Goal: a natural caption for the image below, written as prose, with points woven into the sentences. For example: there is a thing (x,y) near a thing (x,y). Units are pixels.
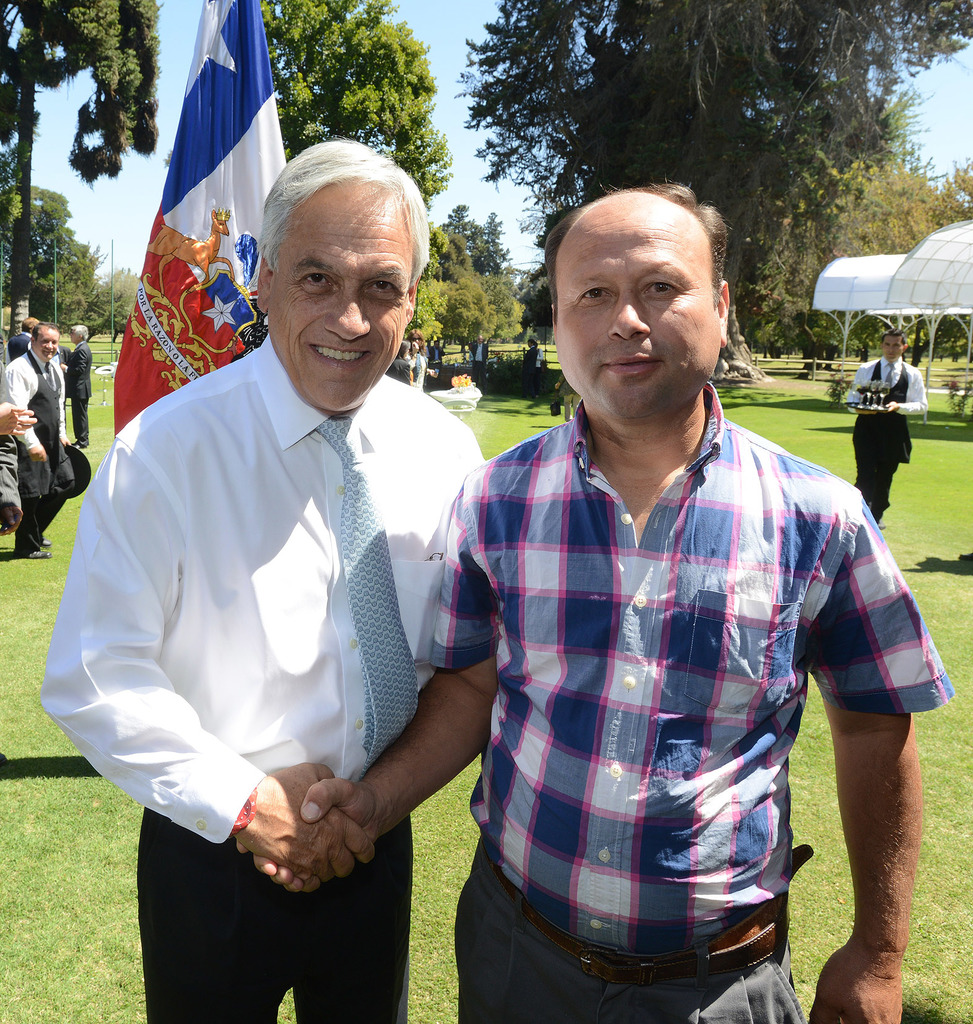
In this image, there are a few people (886,921). We can see the ground (498,440) covered with grass (944,437). We can see some plants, trees (155,65), poles (113,302) and also a flag (262,95). We can see some tents (920,294) on the right (921,302). We can also see a white colored object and the sky (181,7).
